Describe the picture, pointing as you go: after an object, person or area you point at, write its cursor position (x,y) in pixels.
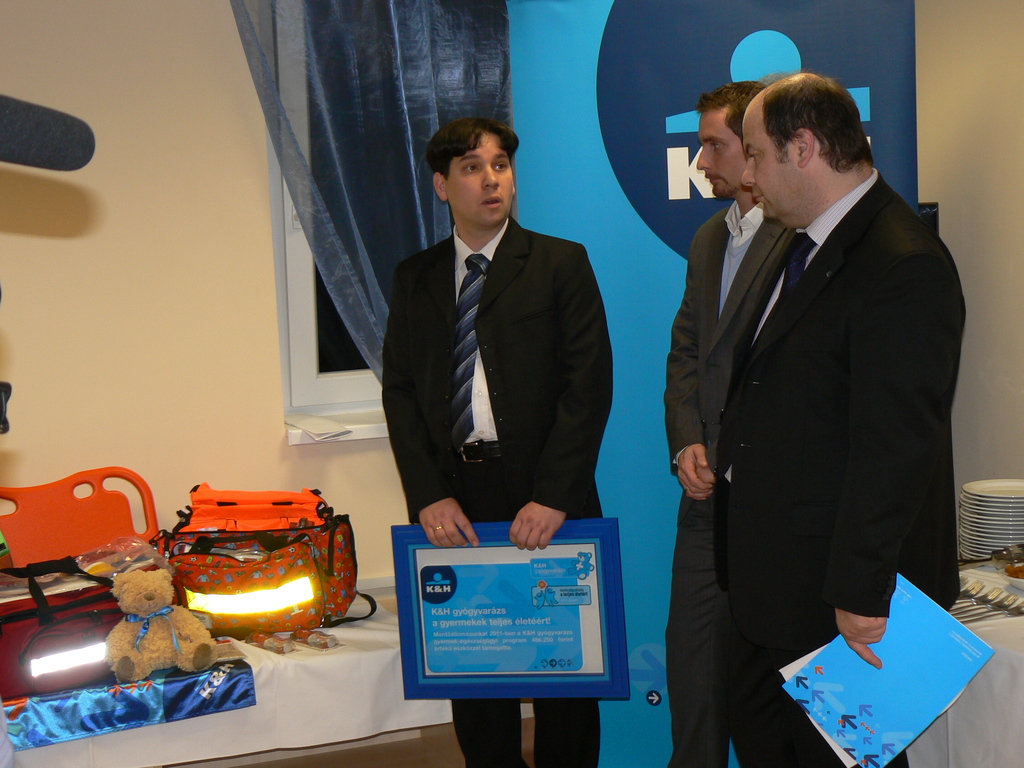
In the middle (473,341) a man (527,439) is standing, he wore a black color coat (567,377), trouser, tie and also holding a blue color file (554,621) in his hands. On the left side (151,668) there are lights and a teddy bear (187,624).
